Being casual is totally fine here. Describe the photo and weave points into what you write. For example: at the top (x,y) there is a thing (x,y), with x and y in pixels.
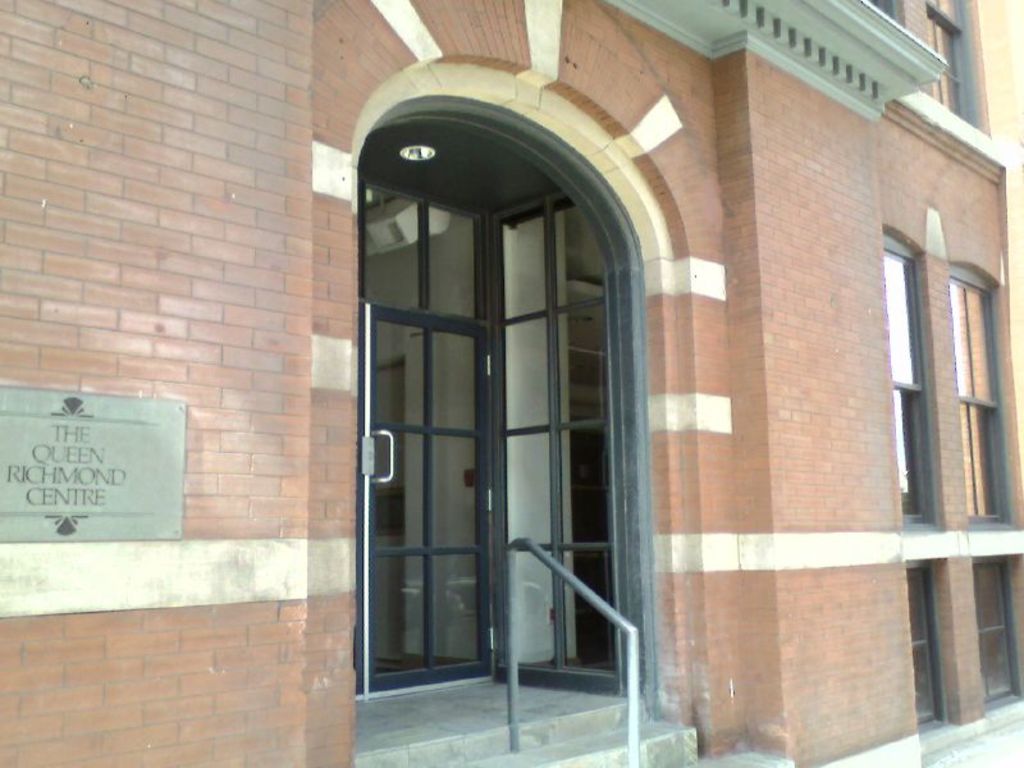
In this image there is a building (507,366) with glass doors (479,366) and windows (546,383), in front of the building (542,646) there are stairs (569,711) with a metal rod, on the building (507,569) there is name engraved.
